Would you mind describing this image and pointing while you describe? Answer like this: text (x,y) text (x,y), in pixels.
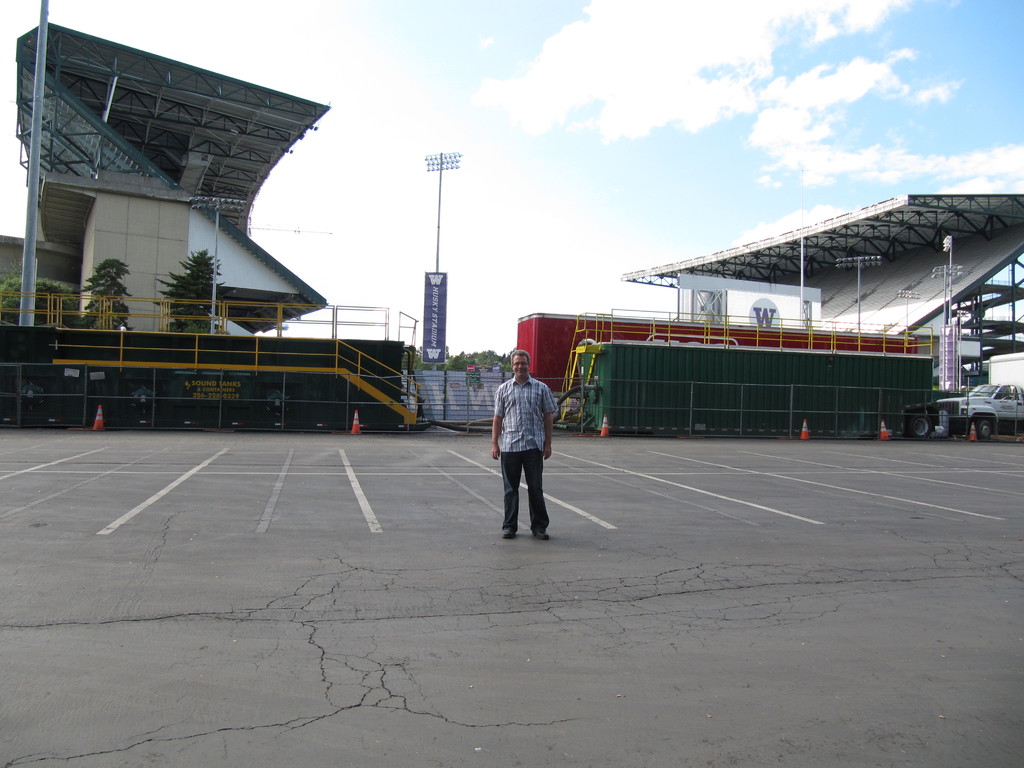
In this image, we can see a person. We can see the ground (331,459) with some objects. There are a few trees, poles (429,156), boards (436,277). We can also see a vehicle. We can see some containers (218,381). We can see the sky (607,312) with clouds (638,75).
